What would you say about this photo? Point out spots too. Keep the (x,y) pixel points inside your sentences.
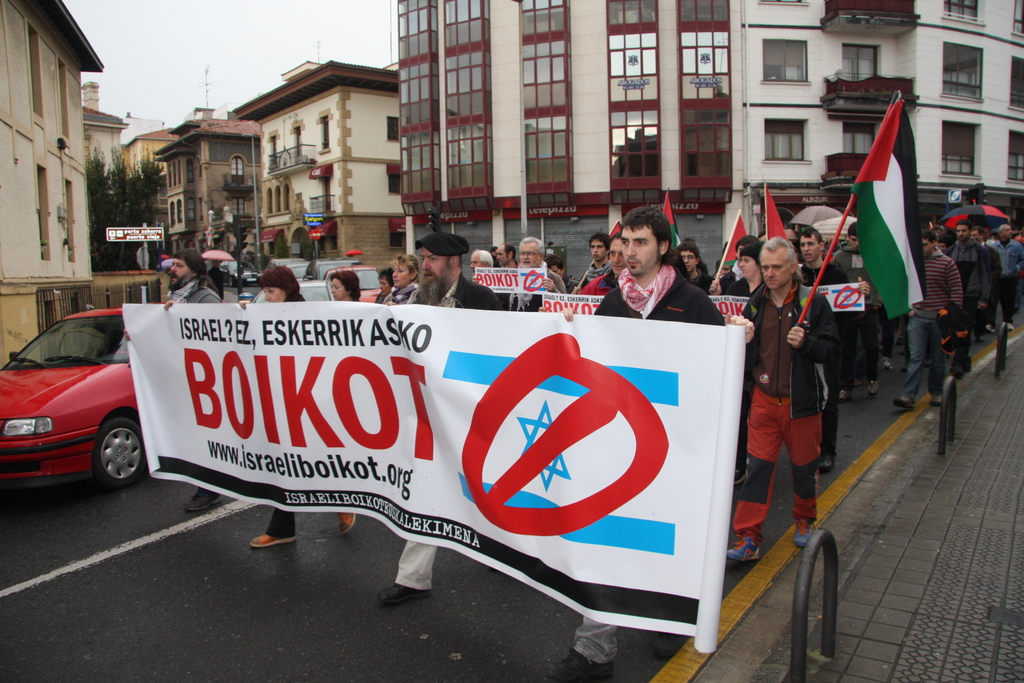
In the picture we can see a road (898,361) on it, we can see a group of people (955,240) walking with a flag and banner (639,484) on it, we can see a BOIKOT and beside them, we can see a car (129,399) on the road (21,577) which is red in color and in the background (26,21) we can see some buildings (14,110) and windows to it with glasses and we can also see a sky (179,21).
